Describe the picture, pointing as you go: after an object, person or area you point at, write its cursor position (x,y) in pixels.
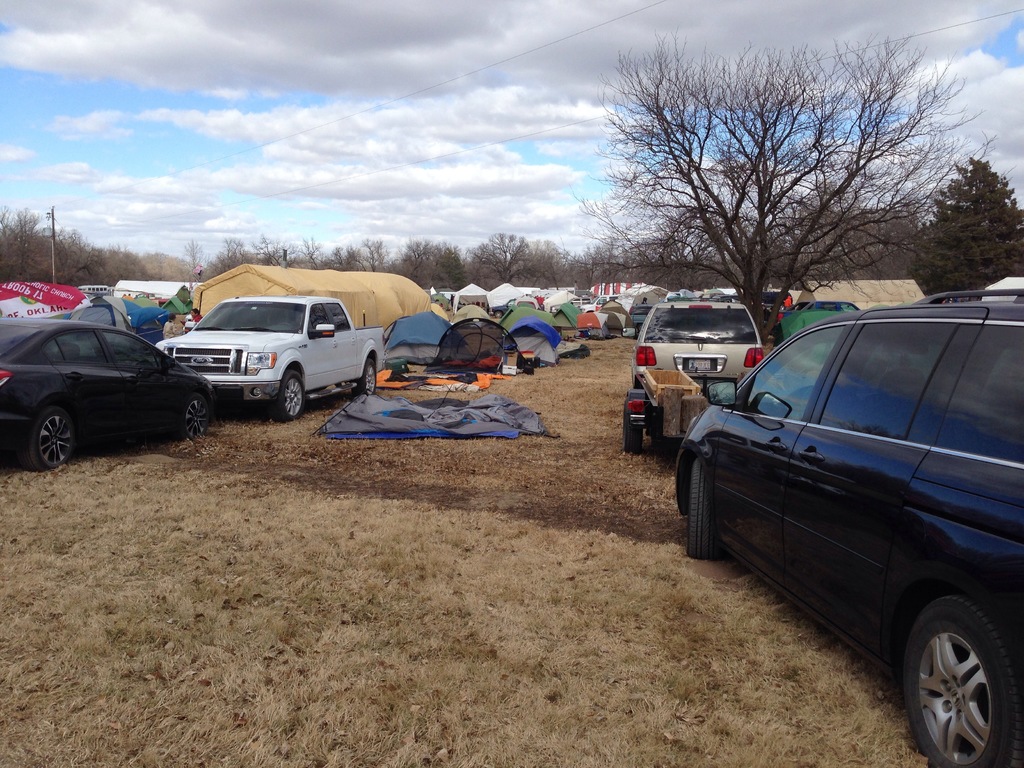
In the picture I can see few vehicles (801,415) and there are few tent houses (486,313) and few trees (504,266) in the background (560,264) and the sky (394,123) is a bit cloudy.
